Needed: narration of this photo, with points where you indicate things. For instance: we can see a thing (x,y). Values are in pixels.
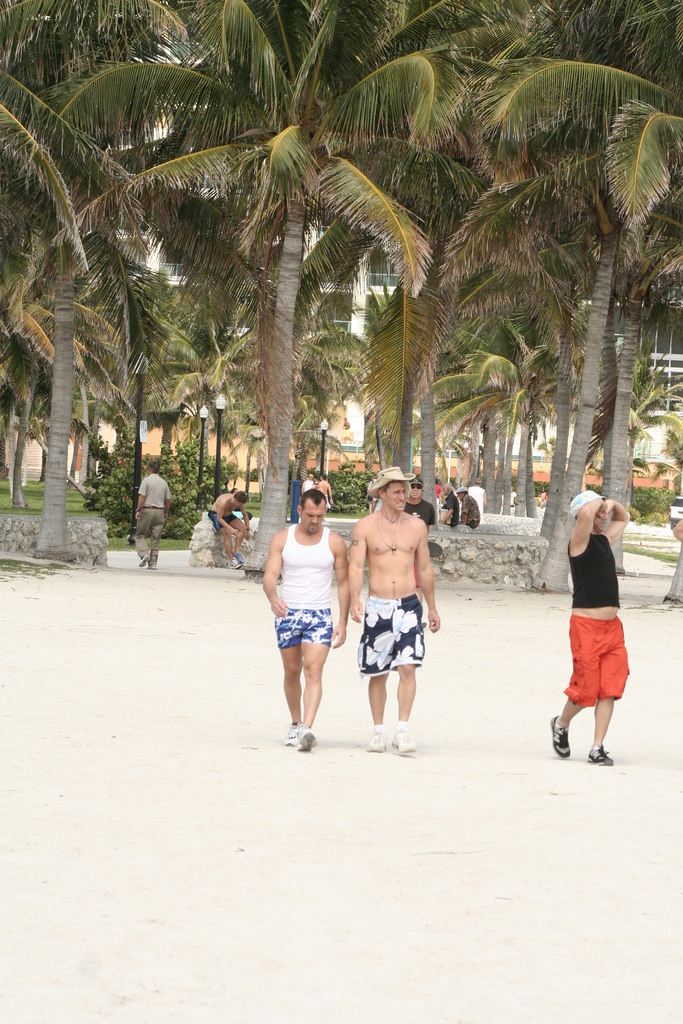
In this image we can see three persons (369,603) walking. Behind the persons (342,631) we can see walls (483,562), plants (99,441), trees (264,504), persons (331,493) and poles (214,492) with lights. In the background (364,415), we can see a building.
